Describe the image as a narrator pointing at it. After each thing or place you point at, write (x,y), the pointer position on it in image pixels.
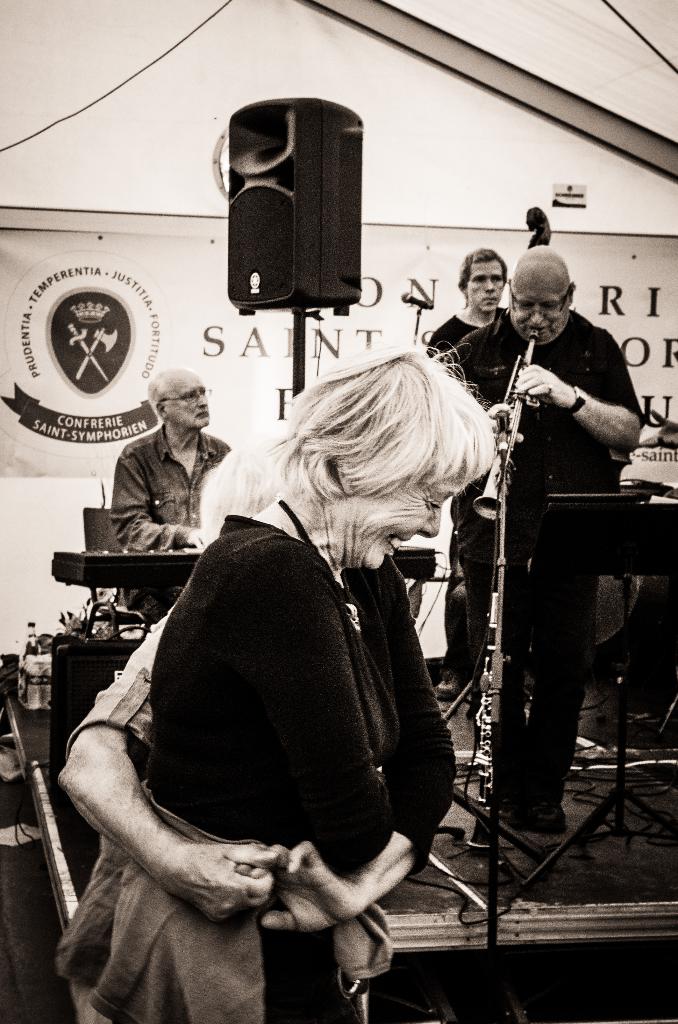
In this picture there is a man (198,530) and a woman (320,848) in the center of the image (336,507), they are dancing and there is a stage (661,807) behind them, there is a man (524,403) who is standing on the stage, on the right side of the image (549,365), he is playing saxophone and there are other two men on the stage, there is a flex (422,240) in the background area of the image (74,451).
